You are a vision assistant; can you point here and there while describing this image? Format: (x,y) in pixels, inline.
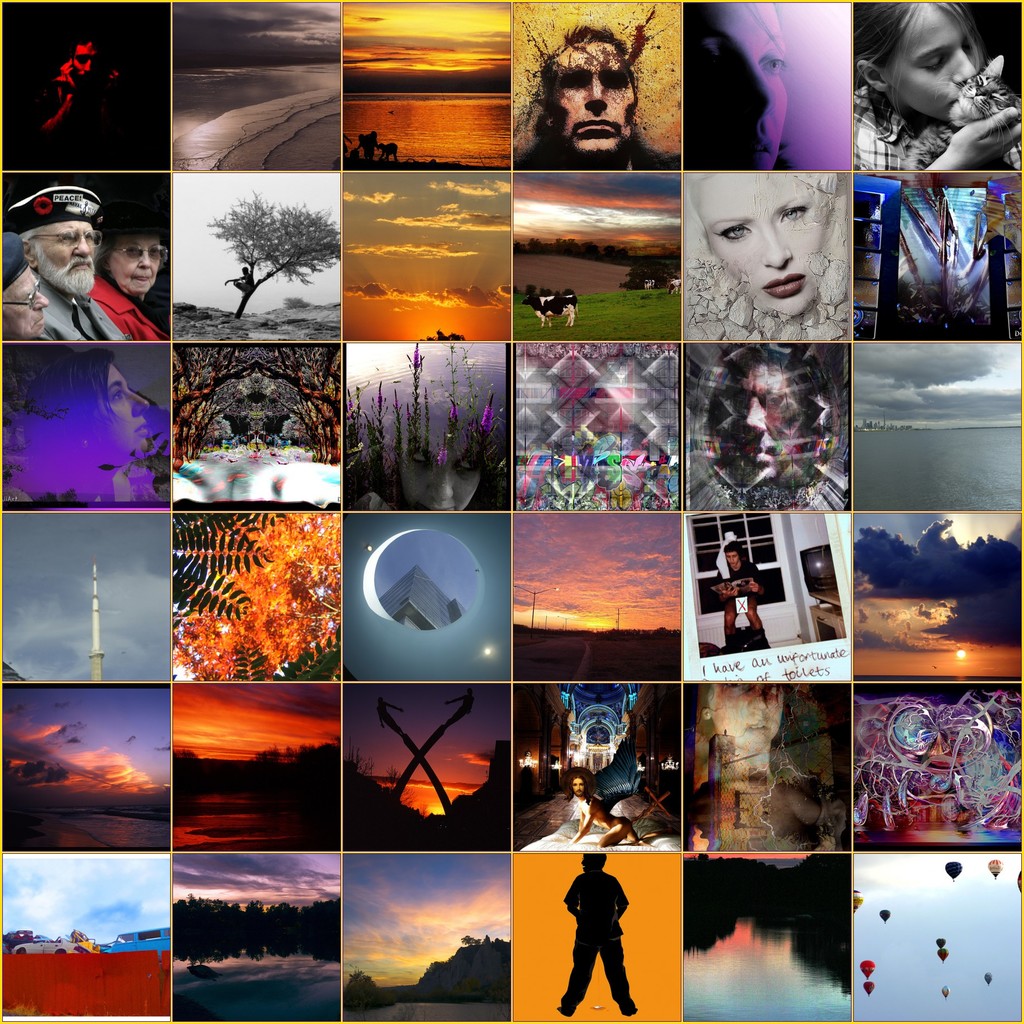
Here we can see collage of thirty six pictures, in this picture we can see a man (68,107), in these two pictures we can see water (282,112), these two pictures are graphical images, in this picture we can see a girl (940,117) holding something, in this picture we can see three persons (100,290), in this picture there is a tree (303,264) and a person (250,286), in this picture we can see the sky (435,275) and clouds (430,253), in this picture we can see a cow (577,299), grass (605,316) and the sky (612,234), in this picture we can see a woman's face (769,270), these five pictures are graphical images, in this picture we can see water (946,444), there is a tower (100,621) in this picture, we can see leaves (237,589) of the tree (230,583) here, in this picture we can see a person (764,630) and some text (786,657), in this picture there is the sun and the sky (951,620), these three pictures describe about the sky (105,762), these three pictures are graphical images, in this picture we can see hot air balloons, in this picture we can see water (777,952), there is a depiction of a person (603,930) in this picture, these two pictures shows the sky (347,948), in this picture we can see vehicles (47,946) and the sky (68,911).
